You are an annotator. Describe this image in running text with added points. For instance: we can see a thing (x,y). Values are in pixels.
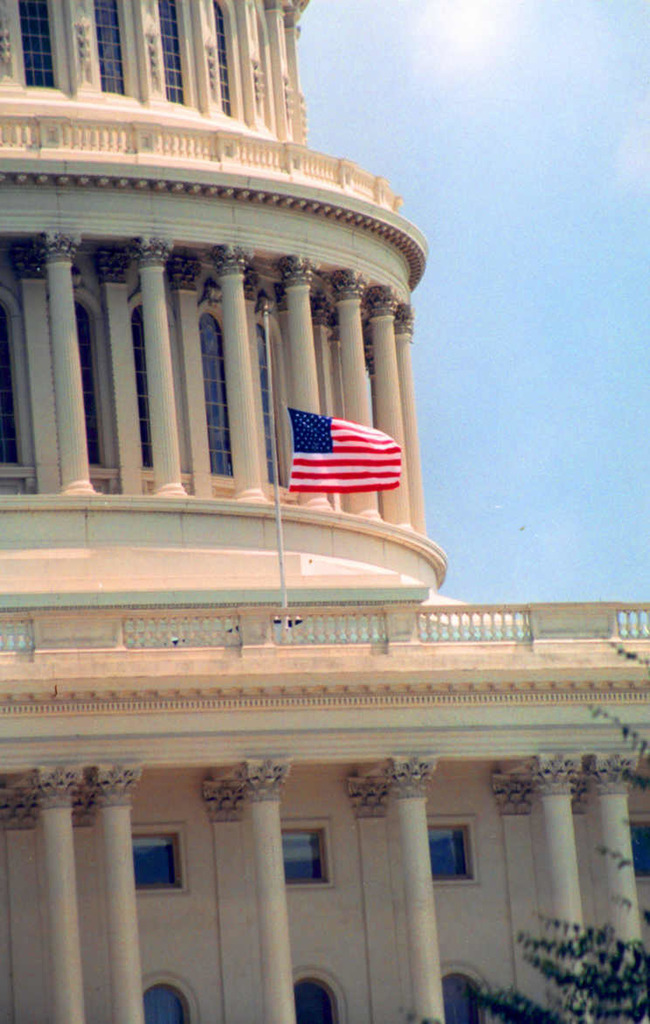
In this picture, this is building (253,710). And this is american flag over it.
